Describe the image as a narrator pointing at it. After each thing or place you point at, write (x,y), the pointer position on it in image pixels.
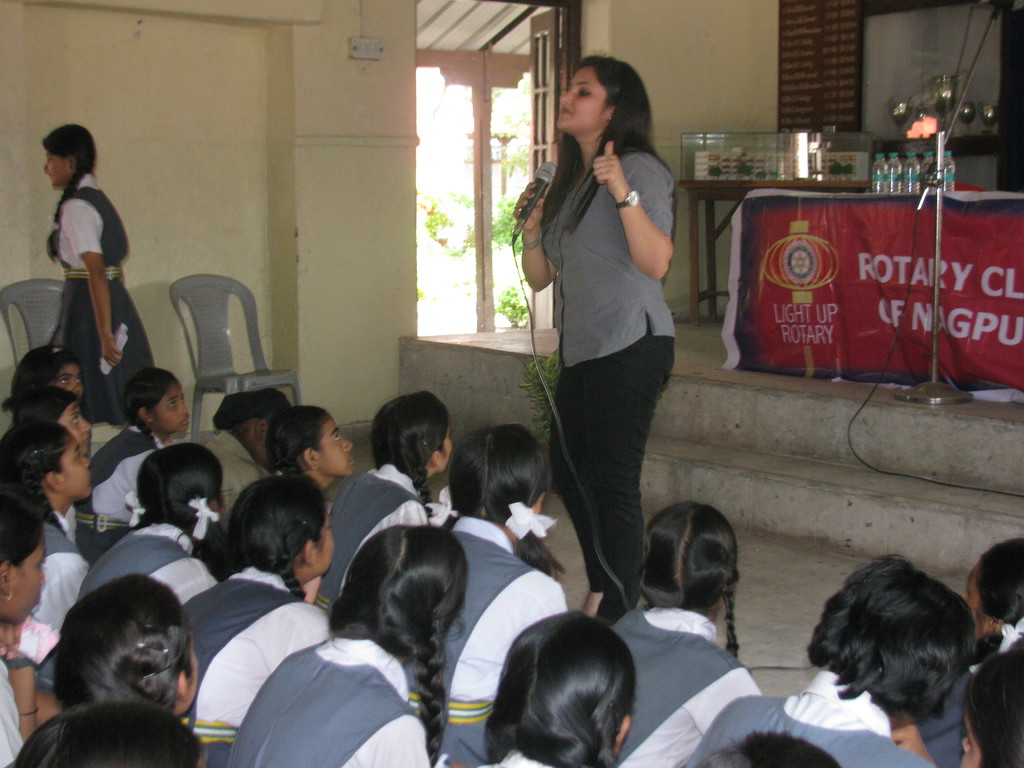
In the image there are few girls (255,637) sitting. In front of them there is a lady (537,246) holding a mic (522,213) and she is standing. Behind her there are steps (786,410) and also there is a table (806,217) with poster (859,222) and bottles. And also there is a stand (938,215). Behind them there is another table (815,185) with glass model (759,141). Behind the table (800,181) there is a wall (673,146) with board (814,65). There is a door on the wall (680,157). Behind the door (547,37) there is a pole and also there are trees (511,299). On the left corner of the image (68,291) there is a girl (114,314) standing and also there are two chairs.
